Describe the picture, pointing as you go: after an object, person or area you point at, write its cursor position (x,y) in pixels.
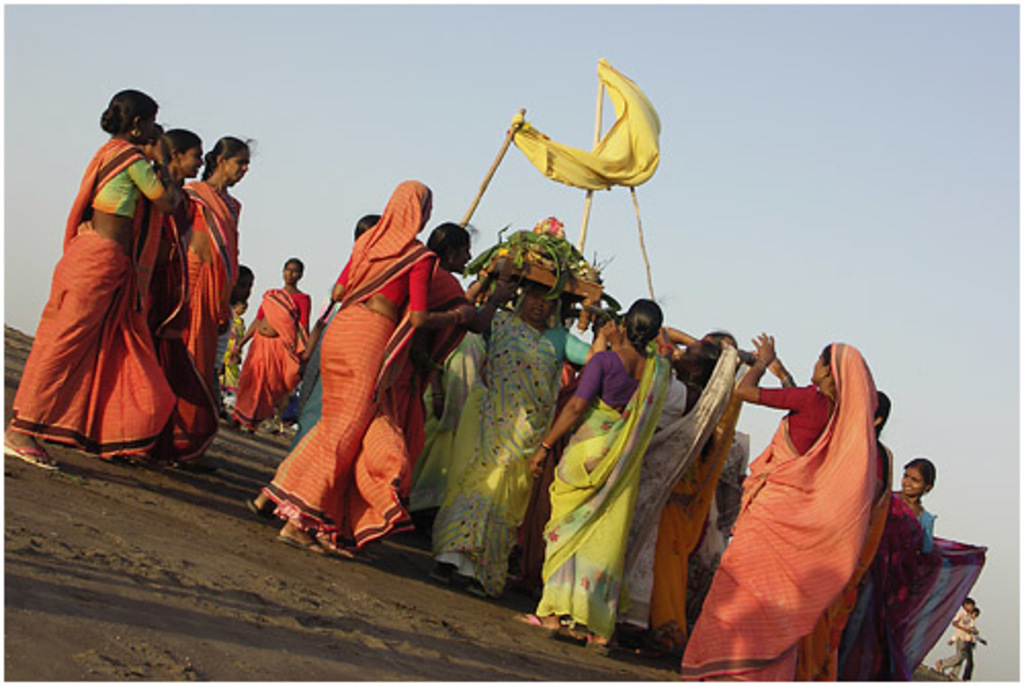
In this picture there is a woman (520,327) who is wearing yellow saree (520,347) and she is holding wooden platter (532,261) some objects (554,243). Beside him we can see other women (650,332) who are holding this yellow flag (632,177). On the left (272,386) we can see the group of persons (260,376) were watching the event. In the bottom right corner (962,618) there are two boys (956,639) who are walking on the sand (956,677). At the top (699,39) there is a sky (500,35).
